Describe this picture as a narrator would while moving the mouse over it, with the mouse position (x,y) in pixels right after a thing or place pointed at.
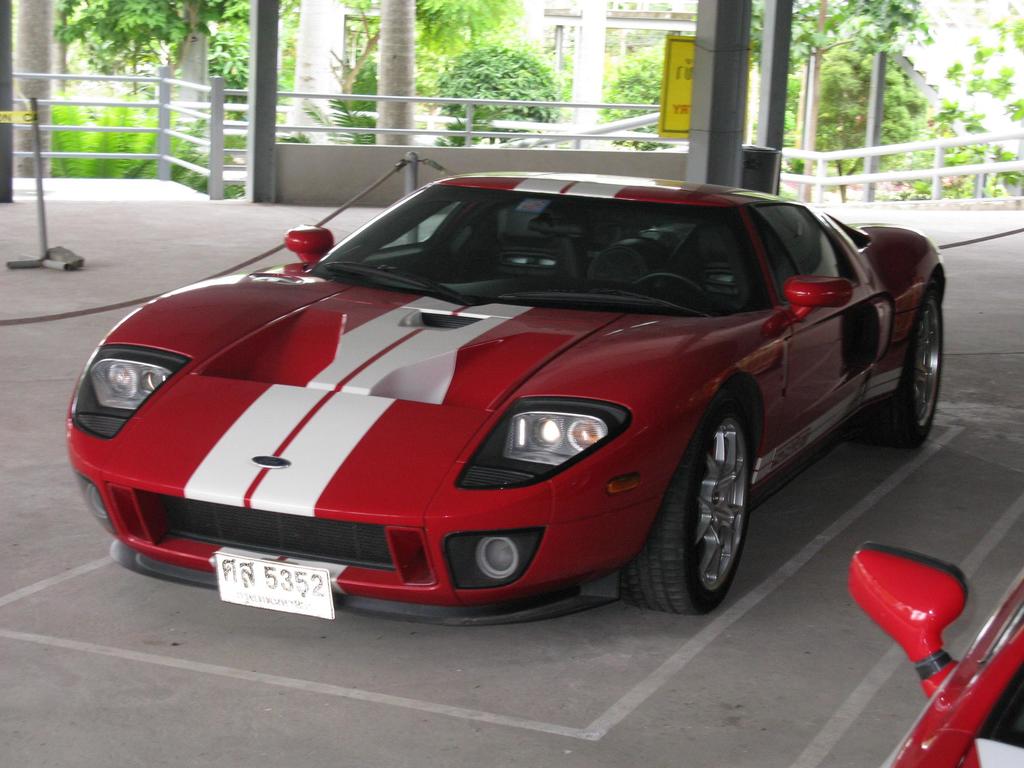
This image consists of a car (576,363) in red color. It looks like a parking lot (820,599). In the background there is railing (20,129) along with trees (635,75) and buildings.
